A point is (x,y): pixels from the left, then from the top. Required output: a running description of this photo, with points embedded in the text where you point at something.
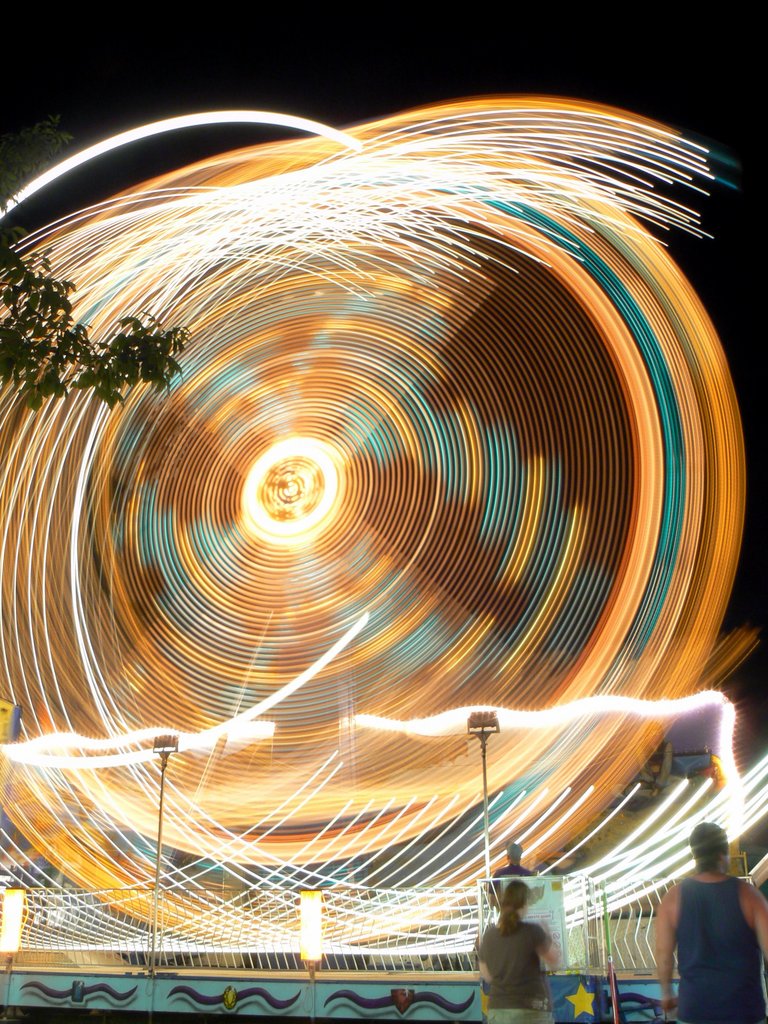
In this image we can see one tree (5,190), big round laser light (662,589), two pole lights (162,757) and some small lights (301,941). There are three people (710,933), one person (512,850) on the stage (210,988) and one banner (540,893) is attached to the stage fence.
